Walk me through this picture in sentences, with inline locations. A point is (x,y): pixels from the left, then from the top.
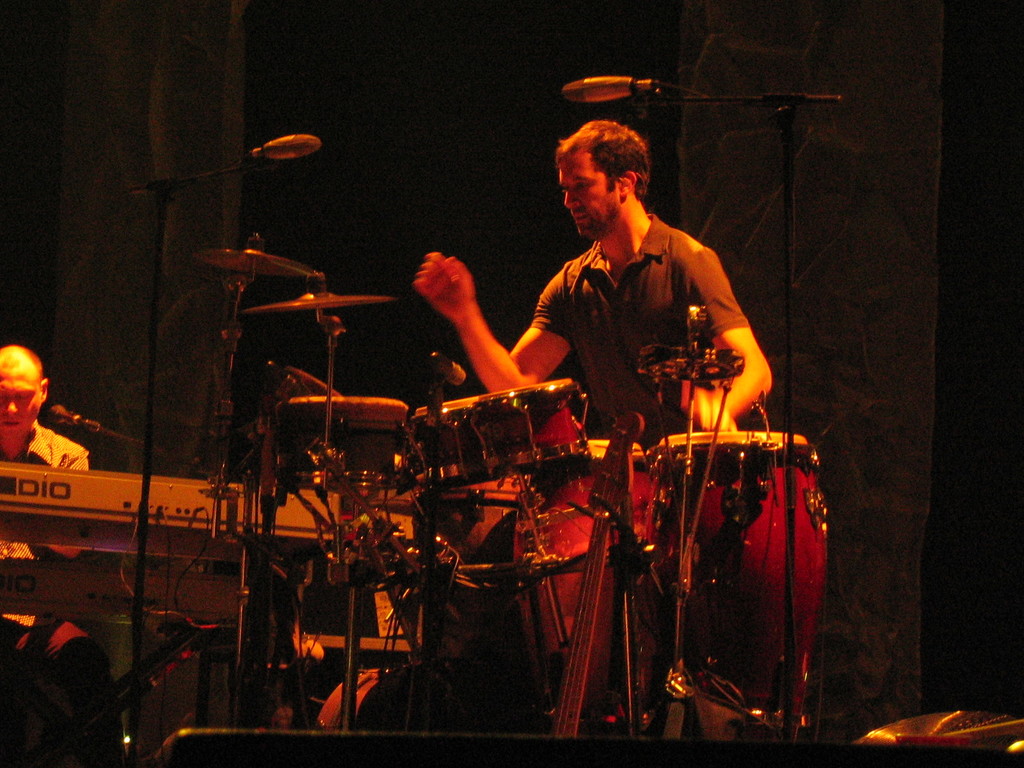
In this image I can see two people (476,309) and these people (605,298) are playing the musical instruments (479,524).
